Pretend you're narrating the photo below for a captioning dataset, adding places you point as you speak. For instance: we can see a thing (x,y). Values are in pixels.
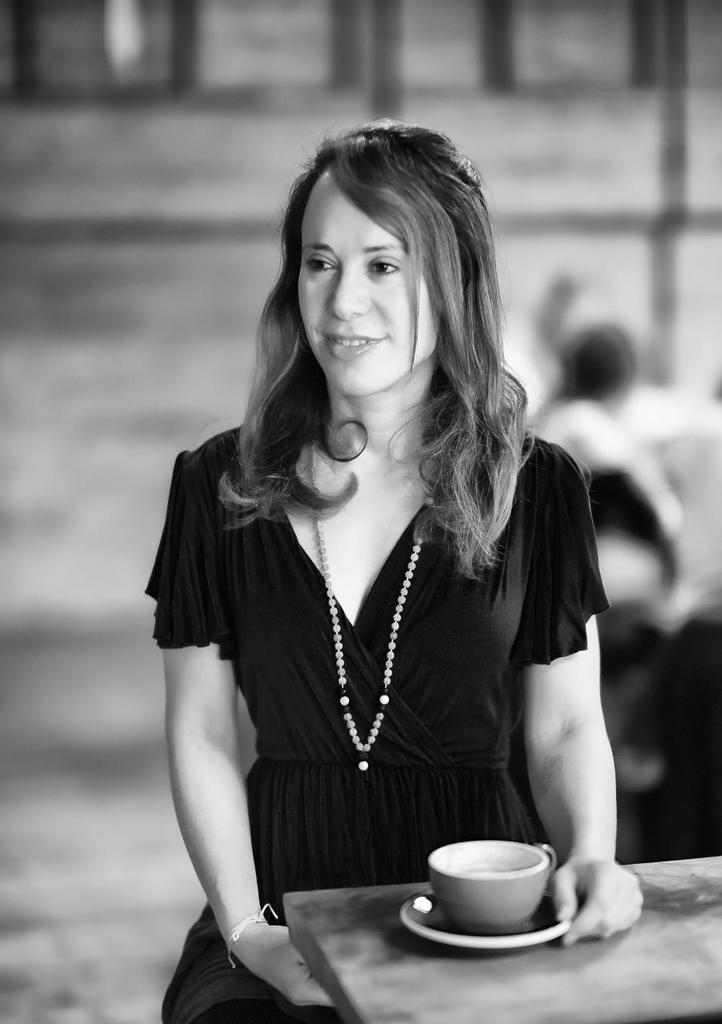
In this image i can see a woman (494,546) sitting and smiling, in front of a cup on a table (560,976).
